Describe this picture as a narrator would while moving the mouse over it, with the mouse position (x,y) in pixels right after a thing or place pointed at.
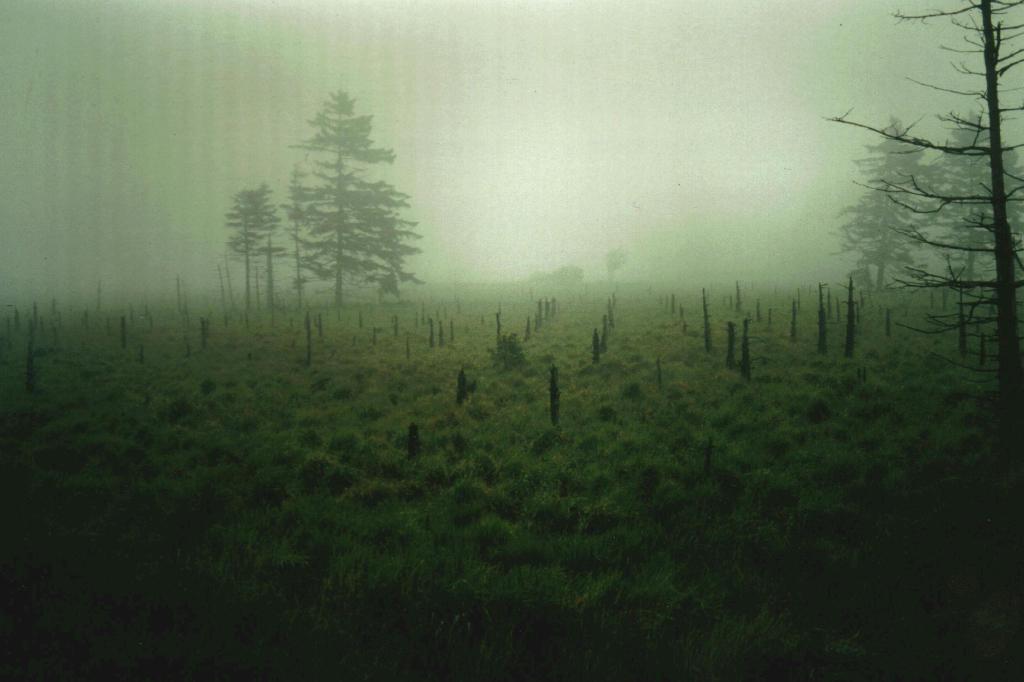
In this image there is grass (479,555). There are wooden sticks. There are trees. There is a sky (611,186).
